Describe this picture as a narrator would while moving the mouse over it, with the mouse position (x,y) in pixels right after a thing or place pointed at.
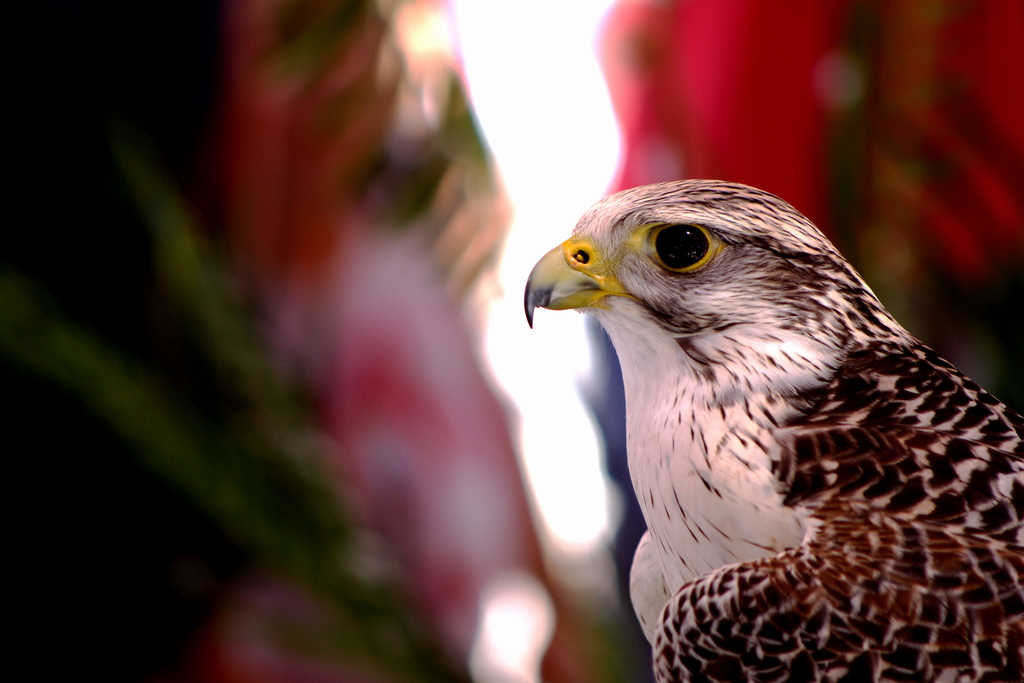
In this image there is a falcon (793,426) in the right side (754,444).
